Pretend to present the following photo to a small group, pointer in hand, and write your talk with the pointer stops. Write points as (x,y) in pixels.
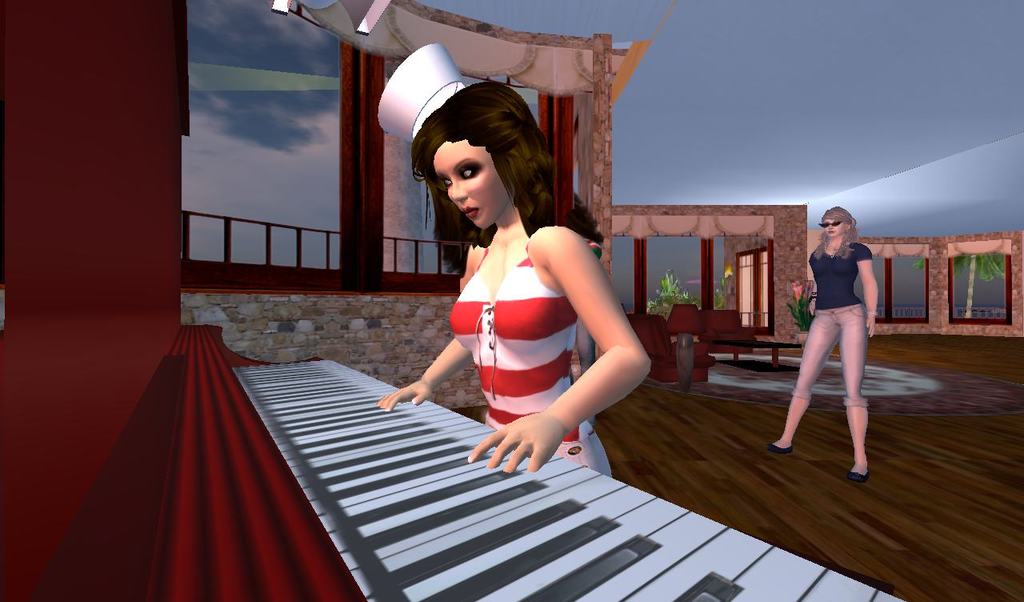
It is a cartoon image. In the image in the center (611,388), we can see two persons (848,388) are standing and we can see one piano (315,524), table (756,343), fence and plants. In the background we can see the sky (275,67) and clouds (202,153).
